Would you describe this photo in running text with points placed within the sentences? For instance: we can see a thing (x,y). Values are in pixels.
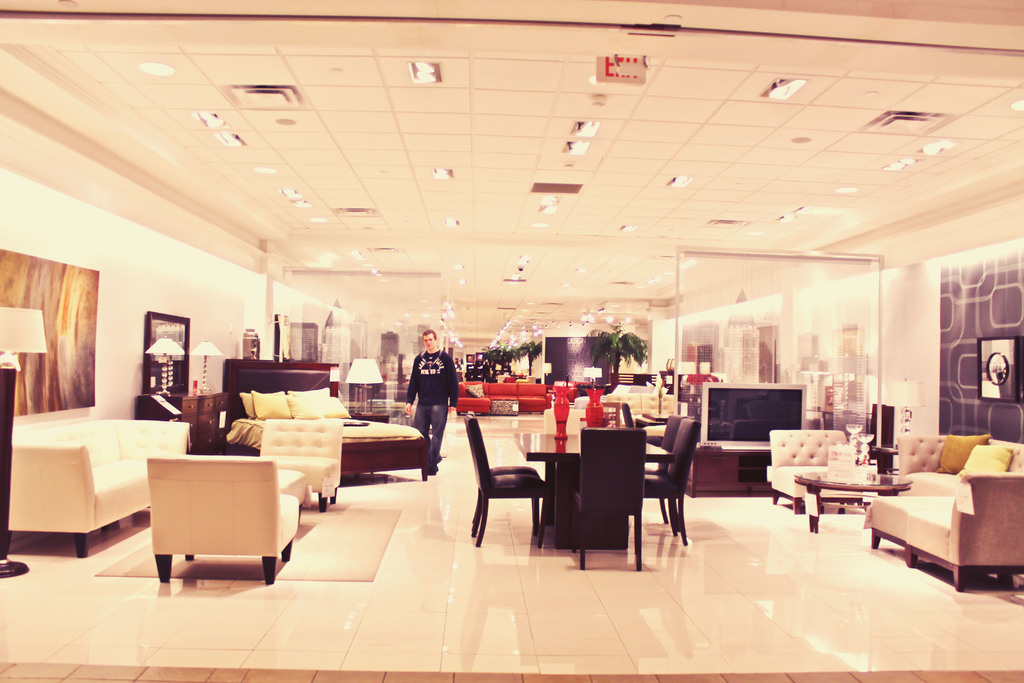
In the image we can see there is a man (427,401) who is standing and there are beds (255,436), sofa (121,436), chairs (617,489), dining table (577,463), tv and trees (620,340) in the store (507,380).
